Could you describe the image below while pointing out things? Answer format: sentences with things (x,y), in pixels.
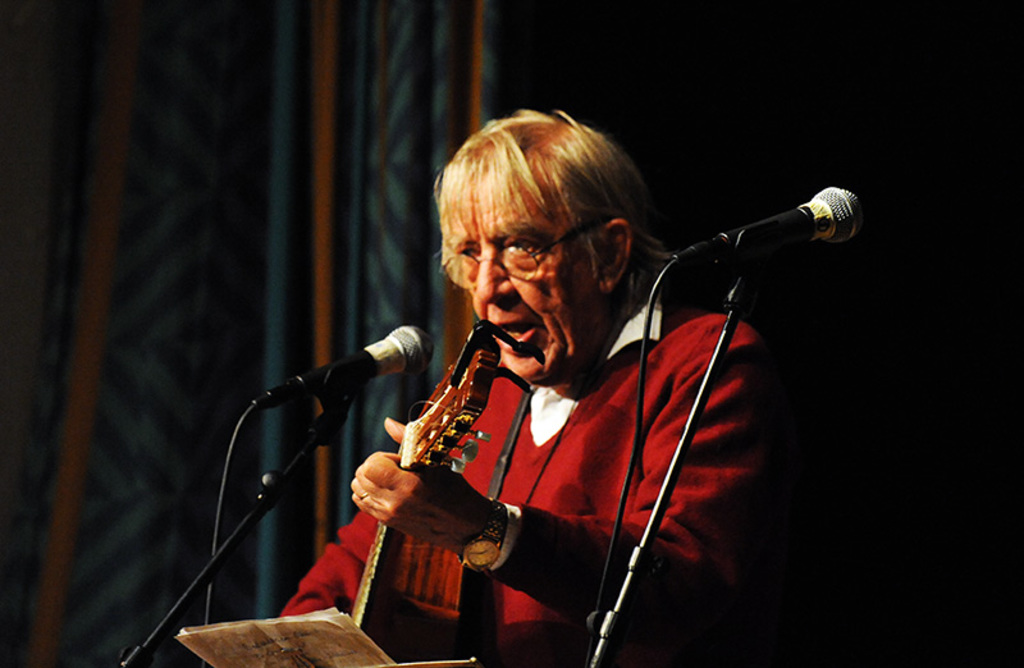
In the picture we can see a man (696,618) standing and playing a musical instrument (454,590) and singing a song in the microphone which is to the stand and near him we can see a paper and in the background (358,157) we can see a curtain (10,187) and a man (518,517) is wearing a red sweater (518,476).
